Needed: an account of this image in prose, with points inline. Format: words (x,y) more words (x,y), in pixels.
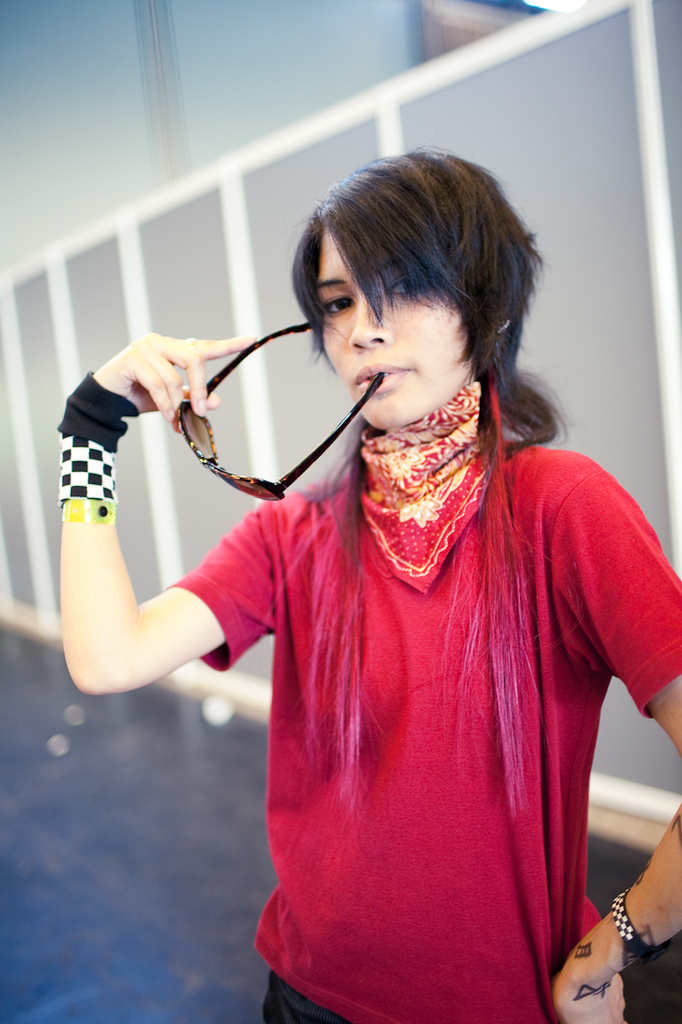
In this picture we can see a woman (363,829), she wore a red color T-shirt (433,736), and she is holding spectacles (224,375).
